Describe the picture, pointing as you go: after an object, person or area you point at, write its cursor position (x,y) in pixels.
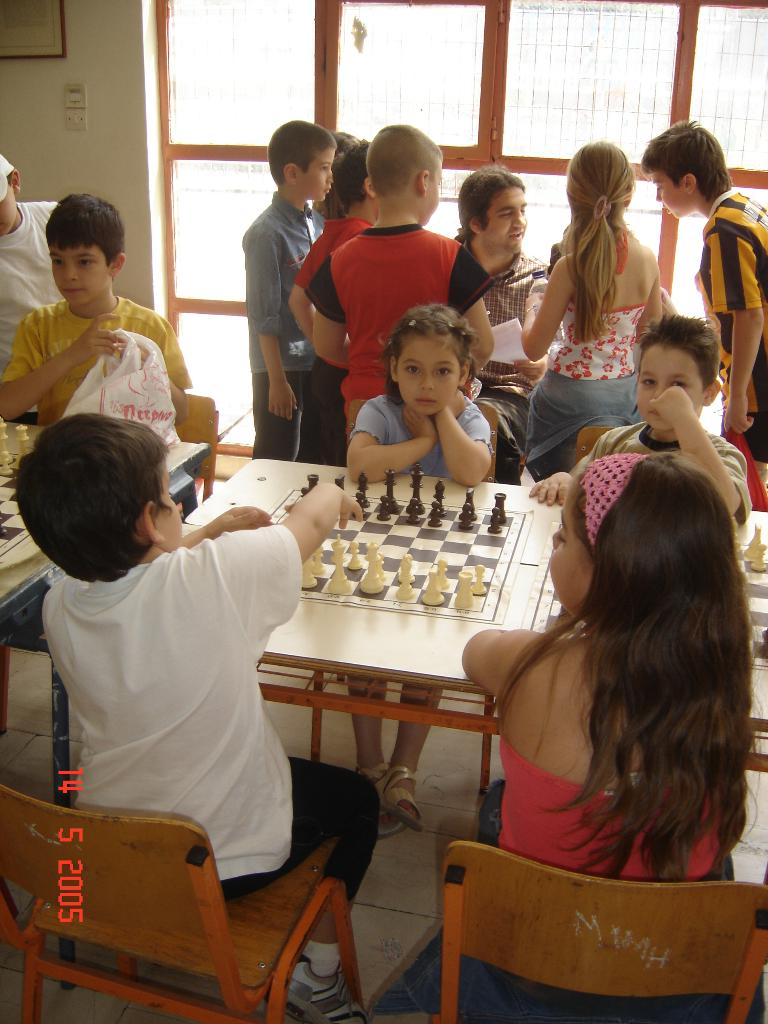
In this image there is a girl (391,404) sitting before a table (484,705) on which chess board (485,589) and coins (419,508) are arranged. Left side (252,770) there is a boy (212,818) wearing white shirt (224,780) sitting on a chair (189,842). At the right side (518,665) there is a girl (568,555) sitting, wearing a red top (554,808) and pink hairband (604,473). A person (512,470) is sitting at back (507,206) side of image. Few kids (751,428) are surrounded by him. At left side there are two more kids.
